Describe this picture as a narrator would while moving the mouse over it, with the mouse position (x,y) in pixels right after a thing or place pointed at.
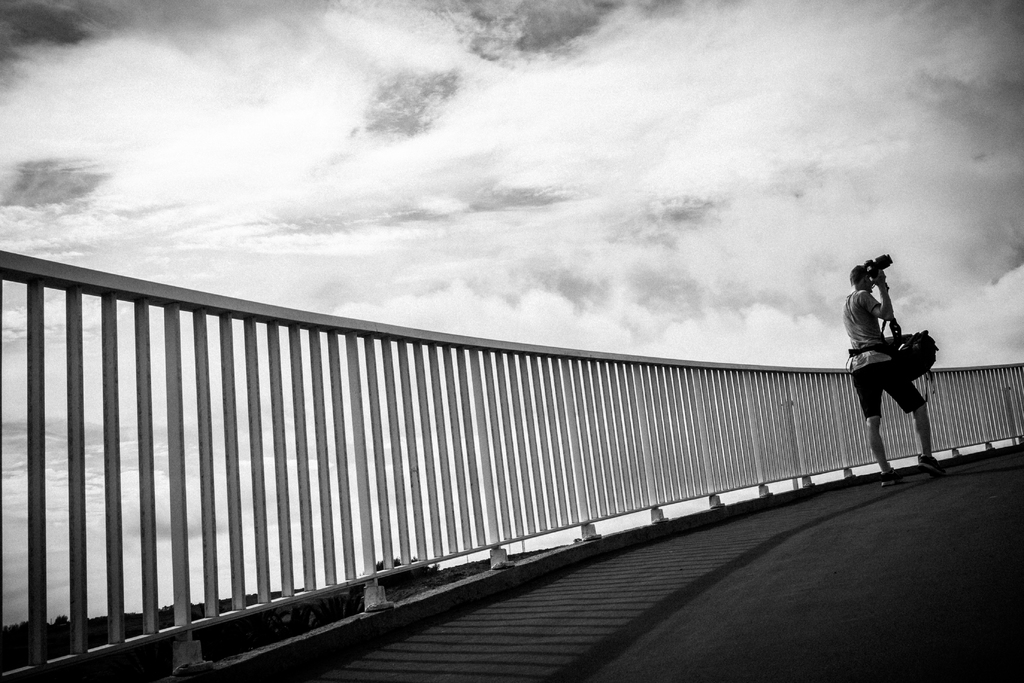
In the image we can see the person (859,355) walking, wearing clothes (857,370), shoes (925,461) and the person (863,333) is holding a camera (889,266) in hand (882,278). Here we can see the fence (301,464), road (870,661) and the cloudy sky (431,173).
